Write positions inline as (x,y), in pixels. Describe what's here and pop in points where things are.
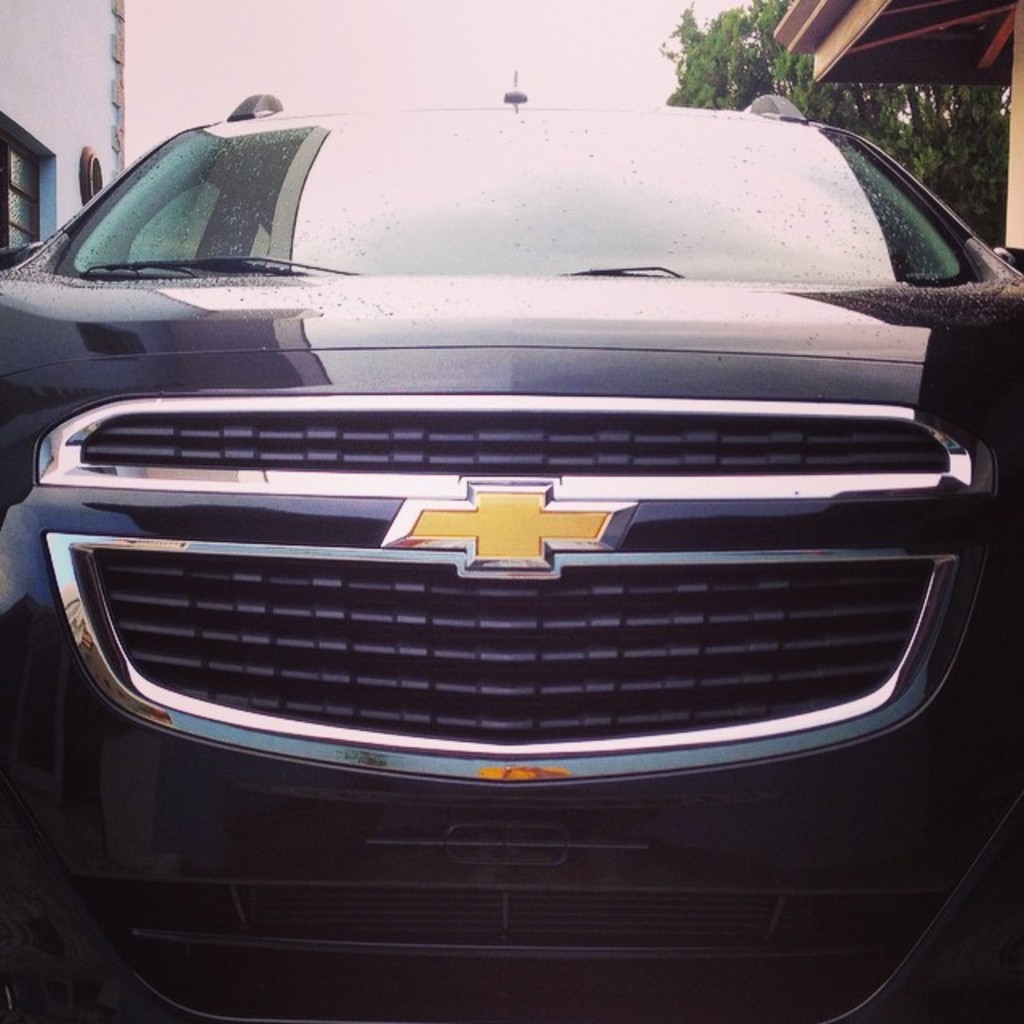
In this image, we can see a car (662,391). We can see the wall (115,167) with a window (28,209) and an object (90,177) on the left (89,171). We can see some wooden object (876,40) on the right (1008,70). There are a few trees (785,71). We can see the sky (577,87).
